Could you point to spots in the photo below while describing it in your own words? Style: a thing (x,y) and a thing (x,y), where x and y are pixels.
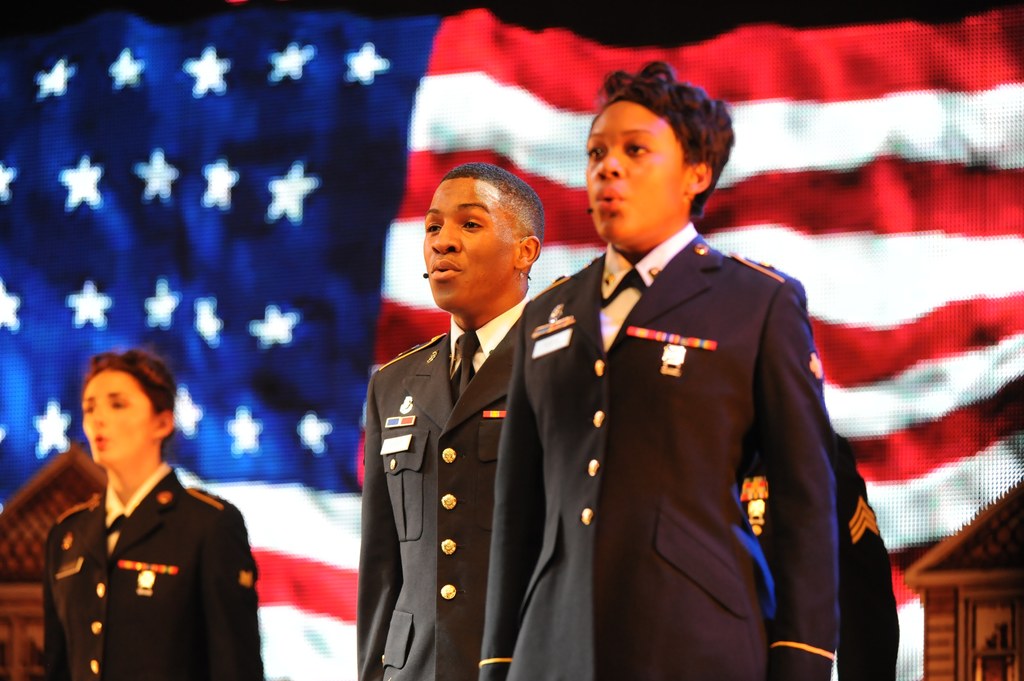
In this image there are people (520,625) standing, in the background (147,314) there is a flag (950,155).
